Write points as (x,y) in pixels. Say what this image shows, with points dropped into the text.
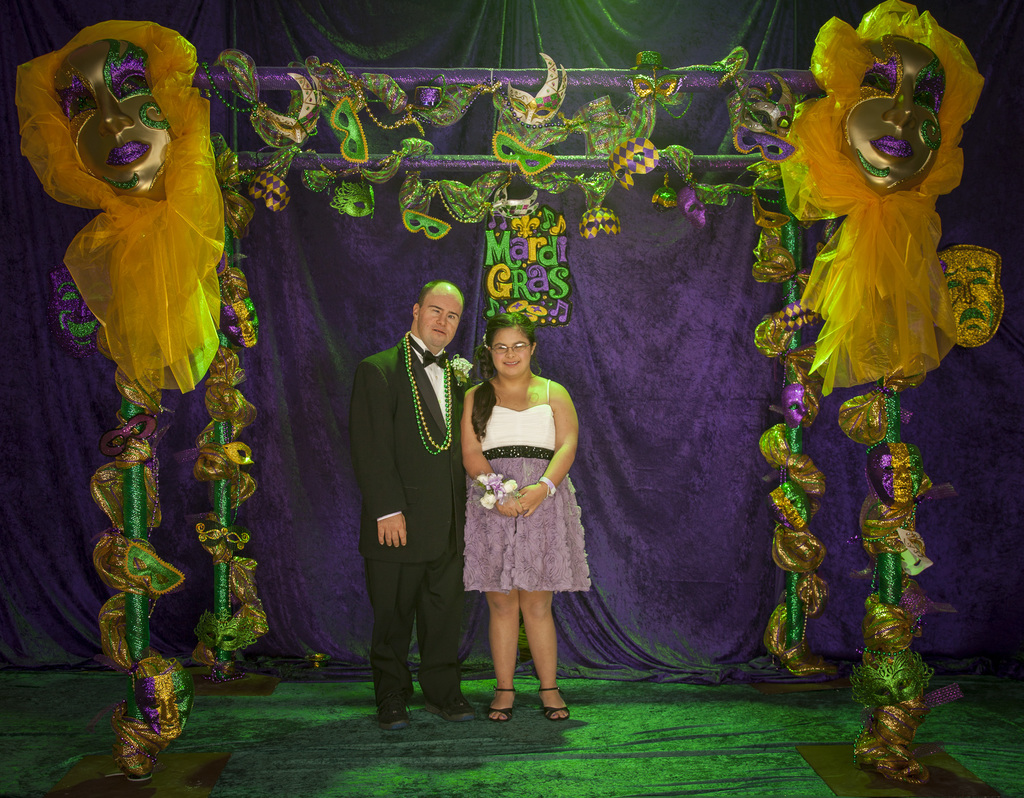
In this image there is a person (397,460) standing. He is wearing a blazer (426,387) and tie (433,362). Beside him there is a woman (494,392) standing. There is a board (530,293) having some text (506,293). The board (496,273) is attached to the curtain (479,134). There are few masks (524,115) and objects (193,149) are attached to the metal rods (786,293).
